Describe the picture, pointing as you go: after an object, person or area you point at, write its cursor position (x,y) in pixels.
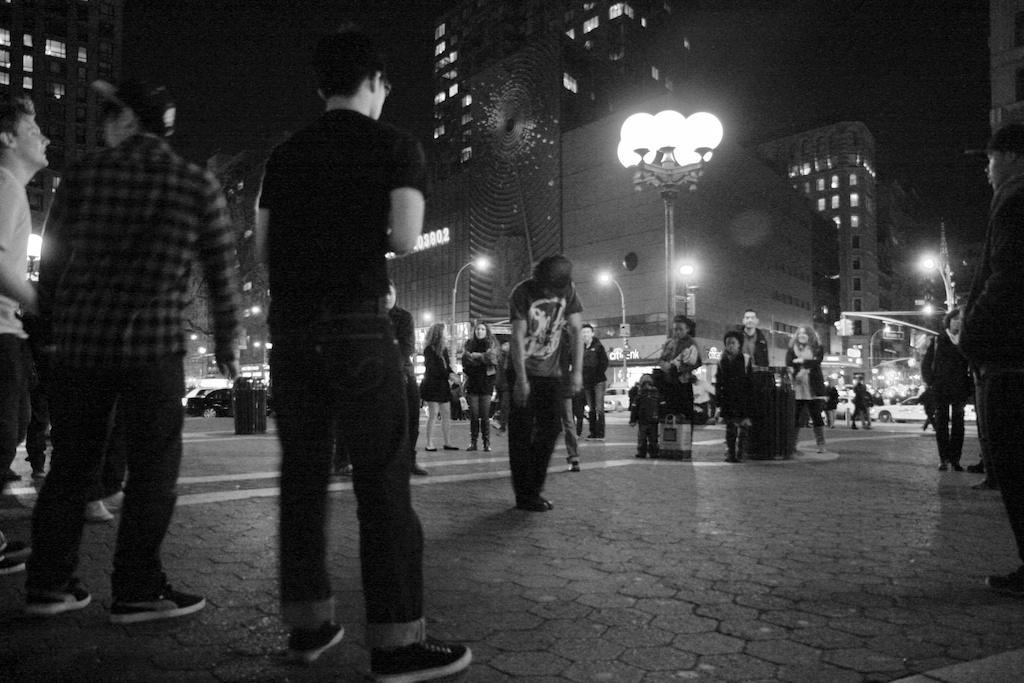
This is a black and white picture. Here we can see group of people (81,245). There are poles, lights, and buildings (496,293). There is a dark background (909,167).
